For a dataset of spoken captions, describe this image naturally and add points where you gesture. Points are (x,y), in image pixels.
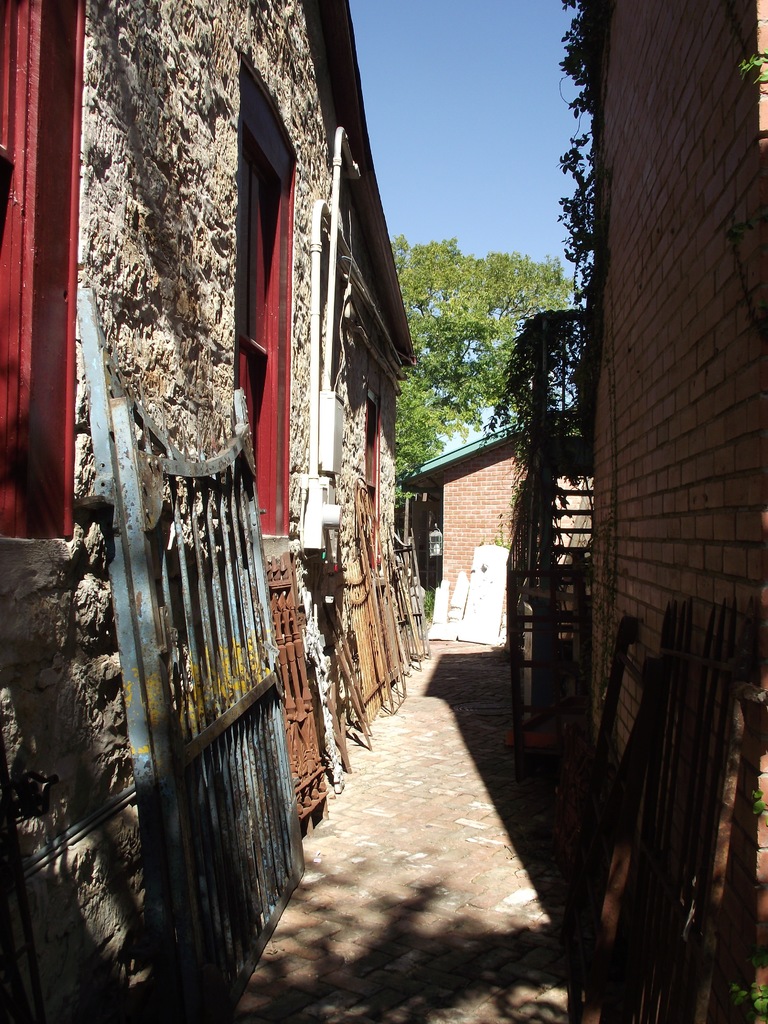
Here we can see walls (720,607). There are windows (36,479) and this is road (489,752). In the background (548,17) there is a tree (487,268) and this is sky (468,118).
